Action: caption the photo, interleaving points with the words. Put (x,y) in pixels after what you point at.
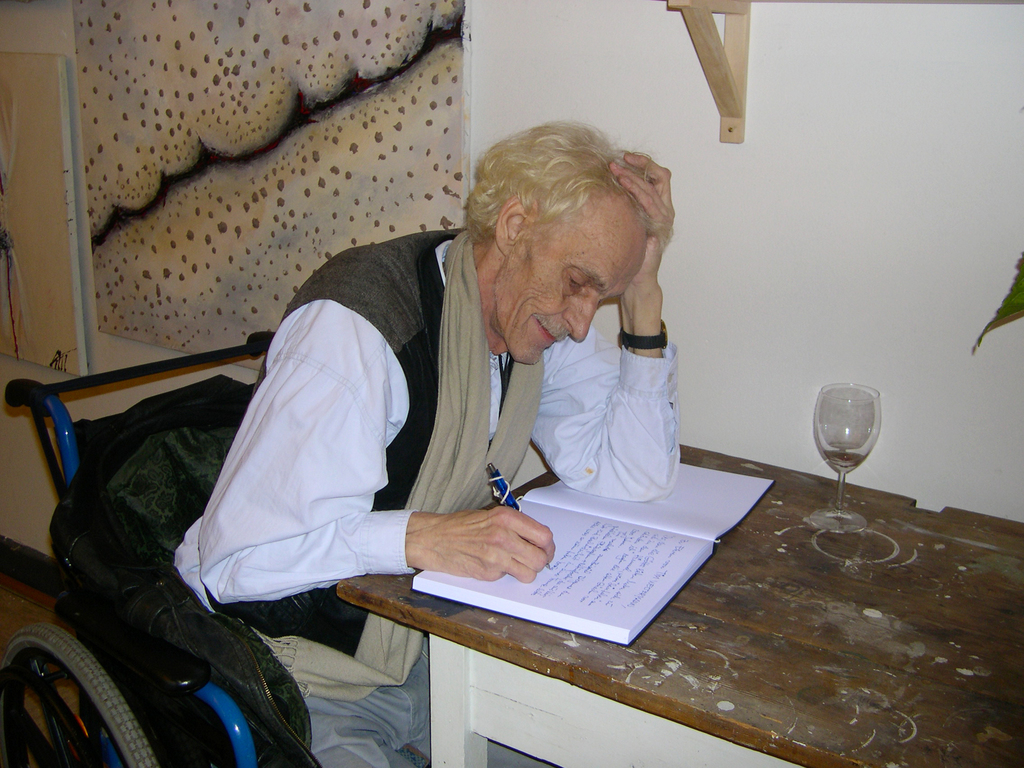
In the center of the image (408,504) we can see a person (370,679) is sitting on the wheelchair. And he is holding a pen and he is writing something on the book (705,554). And on the wheelchair (227,704), we can see some object (137,531). In front of him, there is a table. On the table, we can see a book (660,513) and a glass (847,512). On the right side of the image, we can see an object (1002,308). In the background (871,289) there is a wall (1013,231), one wooden object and frames (372,74).
